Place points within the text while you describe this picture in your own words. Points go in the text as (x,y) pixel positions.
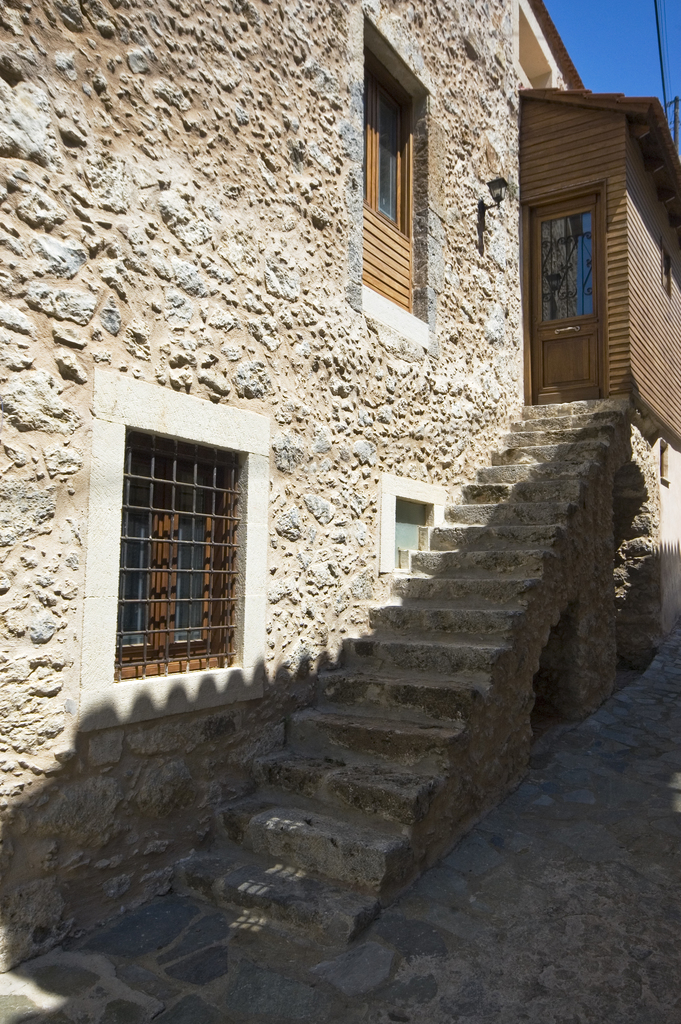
This picture shows buildings (451,432) and we see stairs (501,733) to climb and couple of Windows (389,157) to the Wall (49,250) and a light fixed to the wall (460,223) and a blue sky (598,27).
